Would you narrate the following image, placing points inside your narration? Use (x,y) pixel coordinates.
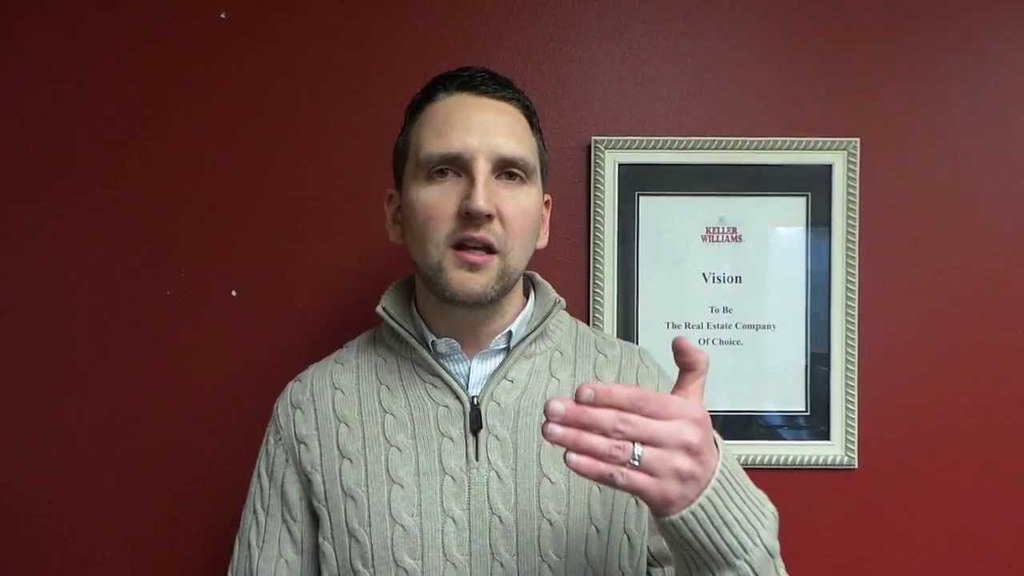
In the center of the image (496,322) we can see a man (493,350) standing and talking. In the background (607,238) there is a wall frame (814,428) placed on the wall (923,379).
